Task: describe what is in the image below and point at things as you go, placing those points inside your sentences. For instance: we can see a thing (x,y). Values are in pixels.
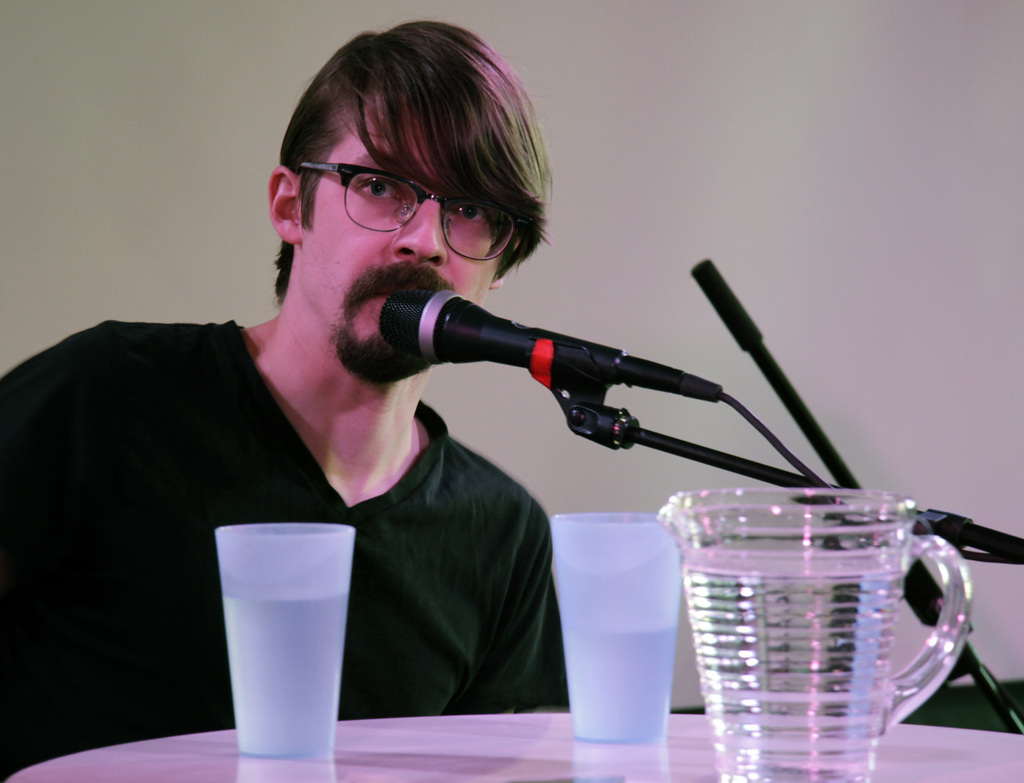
In this picture we can see a man (371,384), he wore spectacles (315,167), in front of him we can see few glasses (319,560), jug (770,669) and a microphone (400,313), and he wore a black color t-shirt (182,421).
